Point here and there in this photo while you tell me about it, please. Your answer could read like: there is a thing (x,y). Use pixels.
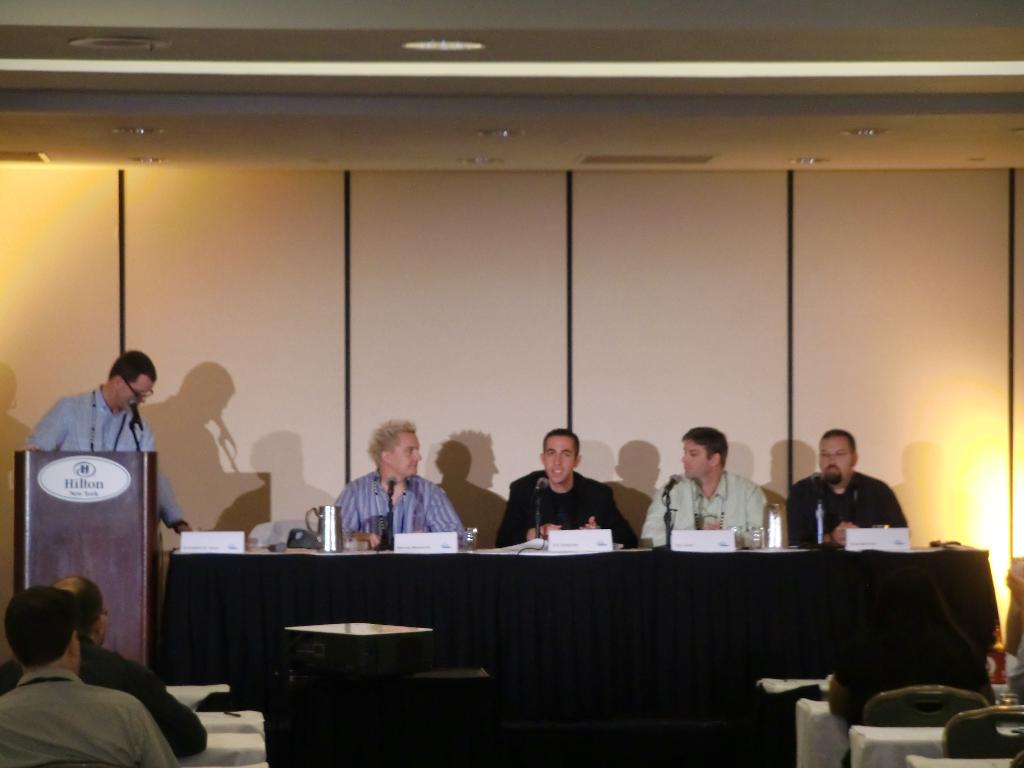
This is picture in a seminar hall (56,612), there are four people (827,471) sitting on chairs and this is a table (540,608) covered with black cloth (808,608) this is a podium (90,526), backside of the podium (97,460) there is man (114,401) and on the podium (91,502) there is a microphone (131,425). Background of the persons (117,428) there is a wall (685,262) with white color. There are chairs (908,702), on the chairs (975,730) there are persons (77,701) sitting and watching the persons (563,500) who are giving the seminar on the stage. This is projector (332,633). On the roof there is a light (504,134).
